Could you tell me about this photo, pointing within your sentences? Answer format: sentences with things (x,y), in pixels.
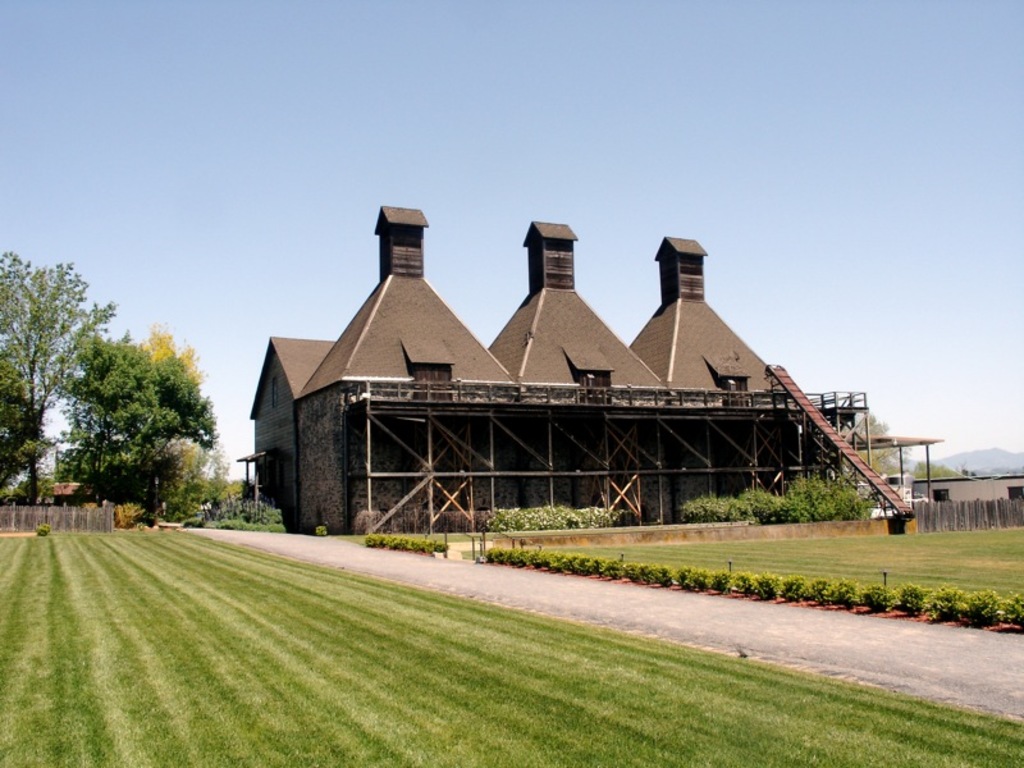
In this image I can see an open grass ground (328,636), a path (531,592), number of plants (553,517), few buildings (438,513) and number of trees (46,334). I can also see the sky (551,90) in the background (619,90).
